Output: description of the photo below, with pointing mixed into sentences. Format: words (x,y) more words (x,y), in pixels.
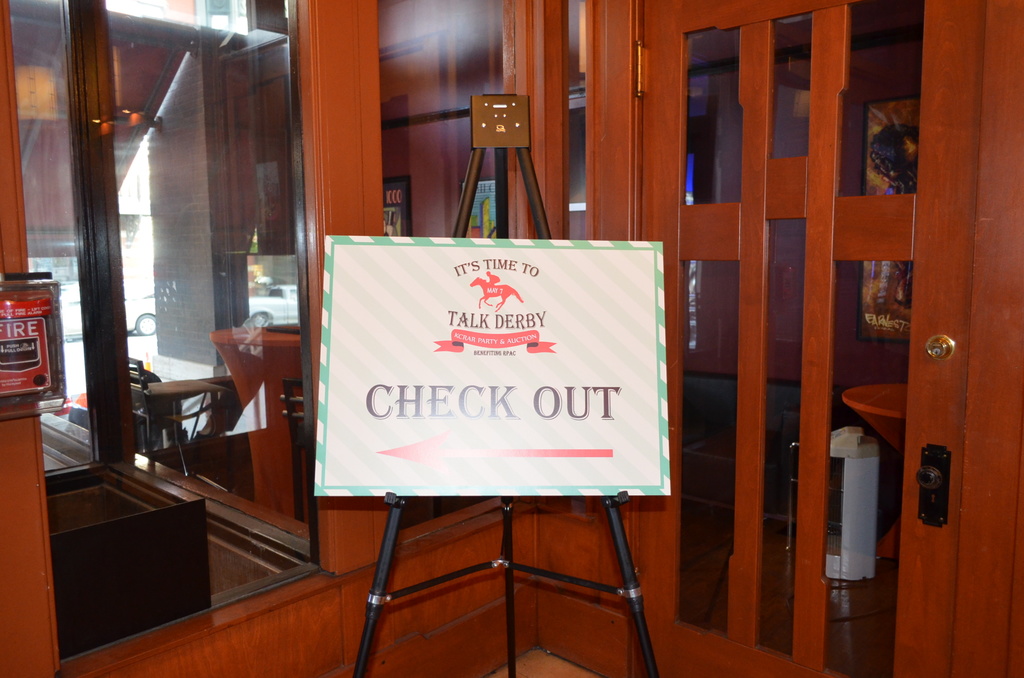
In this image, we can see a board (460,293). There is door (850,340) on the right side of the image (876,331). There is a window (190,347) on the left side of the image (142,342).
